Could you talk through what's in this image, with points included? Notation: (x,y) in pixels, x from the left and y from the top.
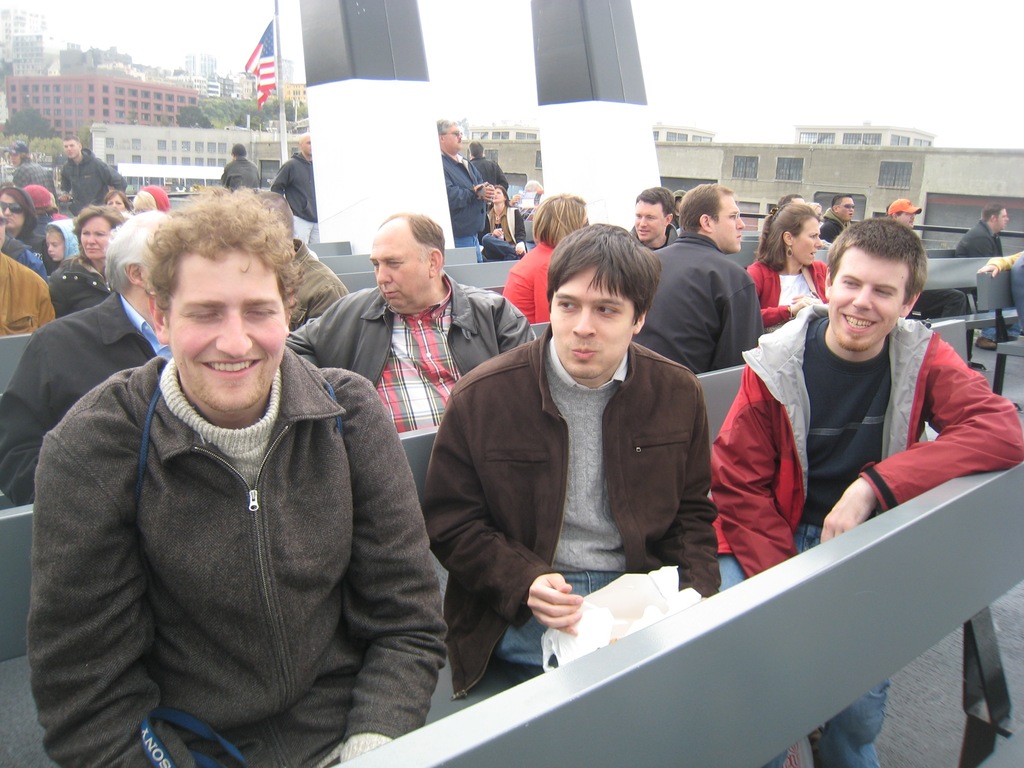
In this picture I can see there are few people (538,451) sitting on the benches (330,258) and there is a man (311,492) sitting here at left (242,608) and he is smiling, there is a man (511,412) sitting beside him and he is eating something and there is a man (833,501) sitting next to him. There are many more people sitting in the backdrop (260,69), there is a flag pole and a flag (271,62). There are buildings (469,144), trees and the sky (661,93) is cloudy.
